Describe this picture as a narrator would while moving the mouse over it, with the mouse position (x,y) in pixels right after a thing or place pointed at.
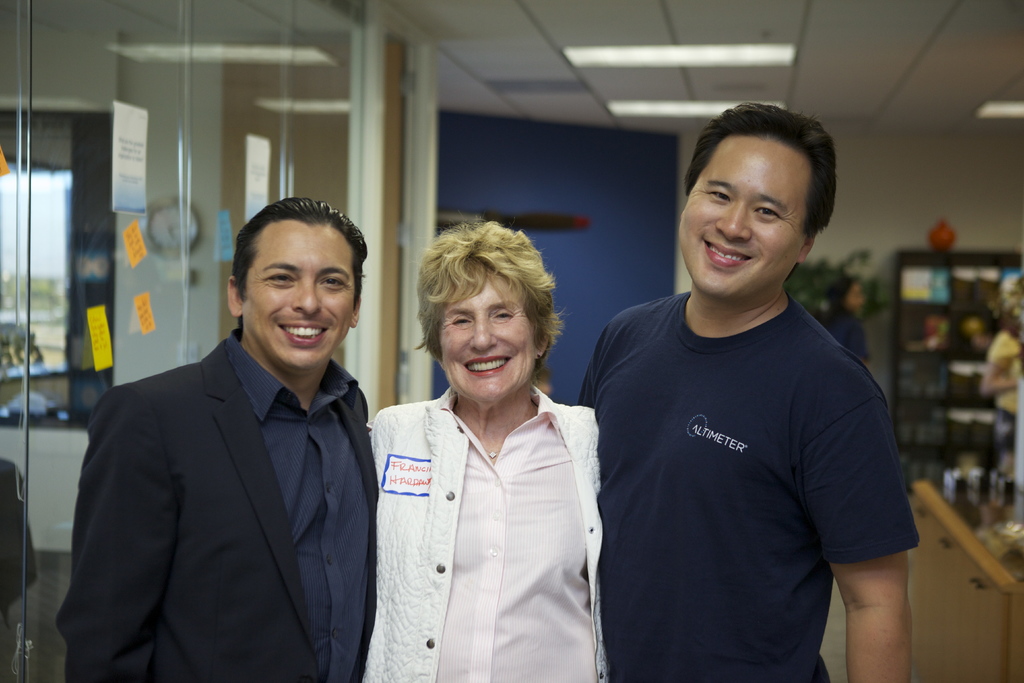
This picture is clicked inside the room (334,410). In the foreground (411,407) we can see the three persons (641,338) smiling and standing on the ground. On the right corner (945,422) we can see a cabinet (964,311) containing many number of items (959,362) and there are some items (1017,533) placed on the ground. At the top (900,47) there is a roof (903,52) and we can see the ceiling lights (574,57). On the left corner (146,322) we can see the papers (93,316) attached to the glass (215,155) and we can see a clock (161,218) hanging on the wall (120,229) and we can see a window (50,279) and through the window (42,286) we can see the outside view (50,254). In the background (605,219) we can see the wall (635,240) and a person (851,320) and some other objects (829,275).
